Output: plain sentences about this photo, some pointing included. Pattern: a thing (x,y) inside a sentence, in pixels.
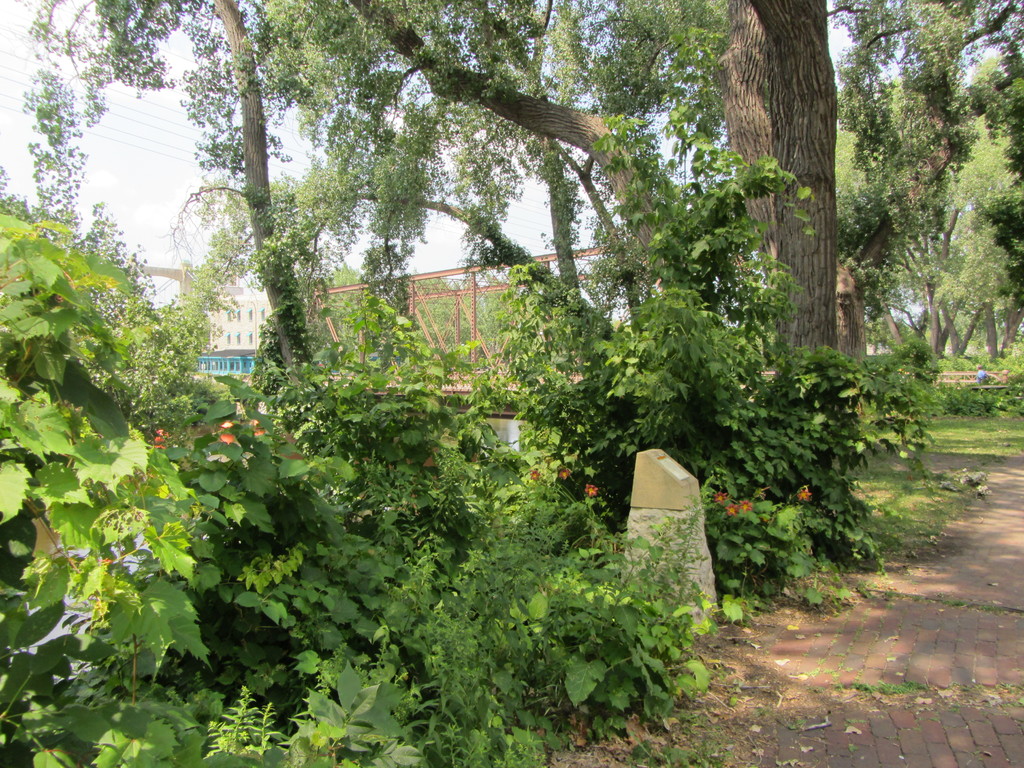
In this picture, there are many plants (742,265) and trees (755,132). At the bottom of the picture (811,666), we see the road (844,638). In the background (263,300), we see a building (235,335) in white color and we even see an iron bridge (449,334). In the left top of the picture (166,186), we see the sky (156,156) and the wires (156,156). This picture is clicked in the garden (546,322).
